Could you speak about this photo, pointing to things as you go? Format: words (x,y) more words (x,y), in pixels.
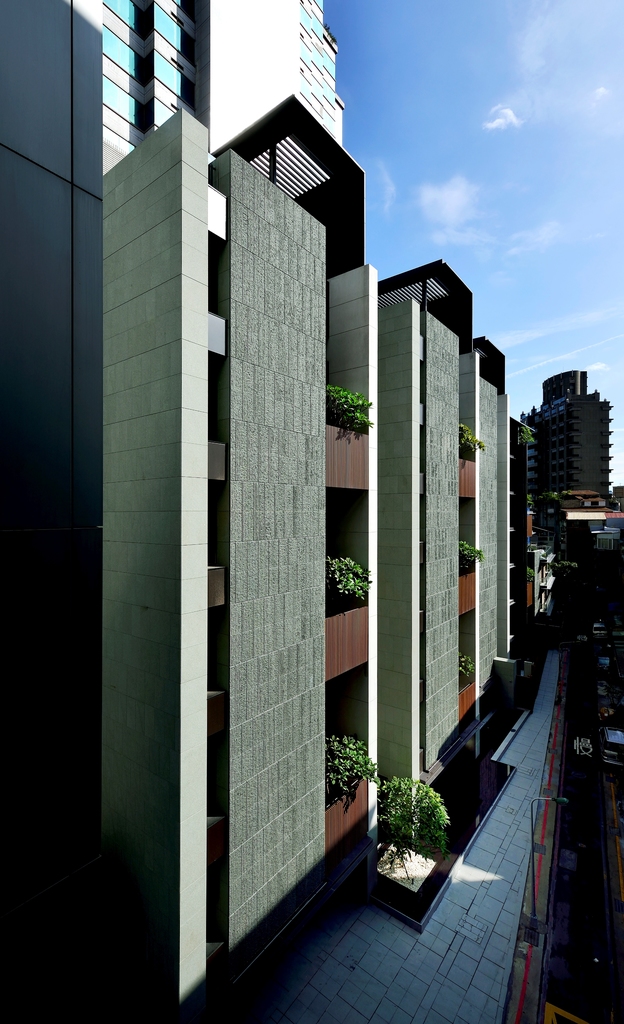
In this image I can see some buildings (333,641) with plants (333,388) in the middle (333,388).
